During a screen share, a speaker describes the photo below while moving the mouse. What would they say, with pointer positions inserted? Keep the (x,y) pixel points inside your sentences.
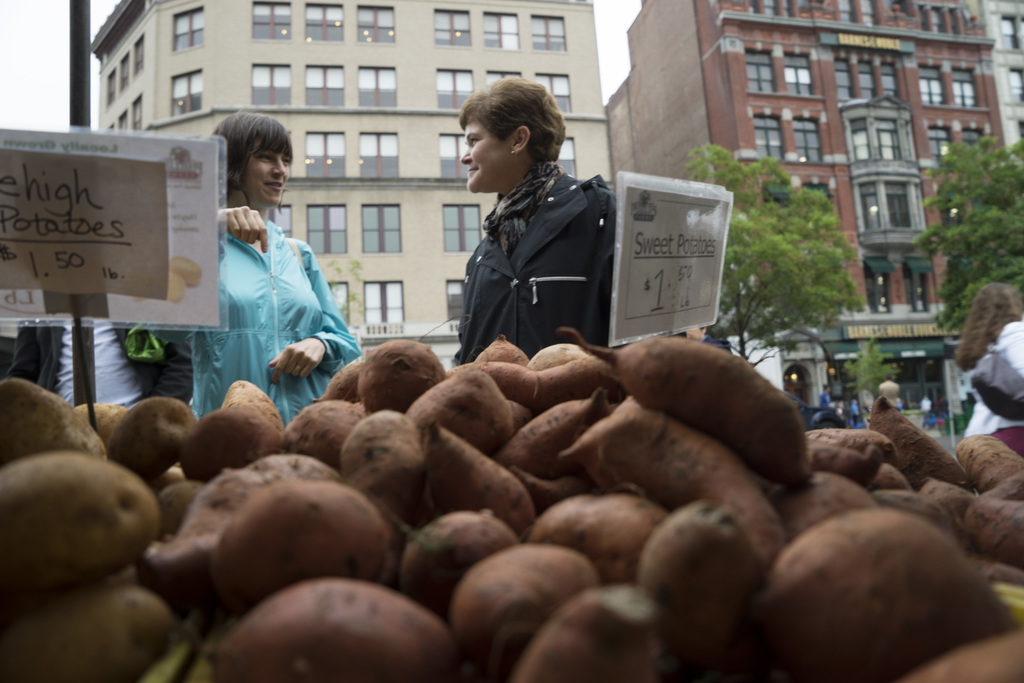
In the foreground of the image (704,388) I can see sweet potatoes (619,604) and I can see price boards (131,260) are placed here. On the left side of the image (320,273) I can see a person (239,347) wearing blue color dress (295,292) and another person (525,263) wearing black color dress (525,263) are standing. The background of the image (27,96) is blurred, where we can see a few more people (1020,369) are walking on the road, we can see trees (738,249), buildings (248,94) and the sky (68,17).
